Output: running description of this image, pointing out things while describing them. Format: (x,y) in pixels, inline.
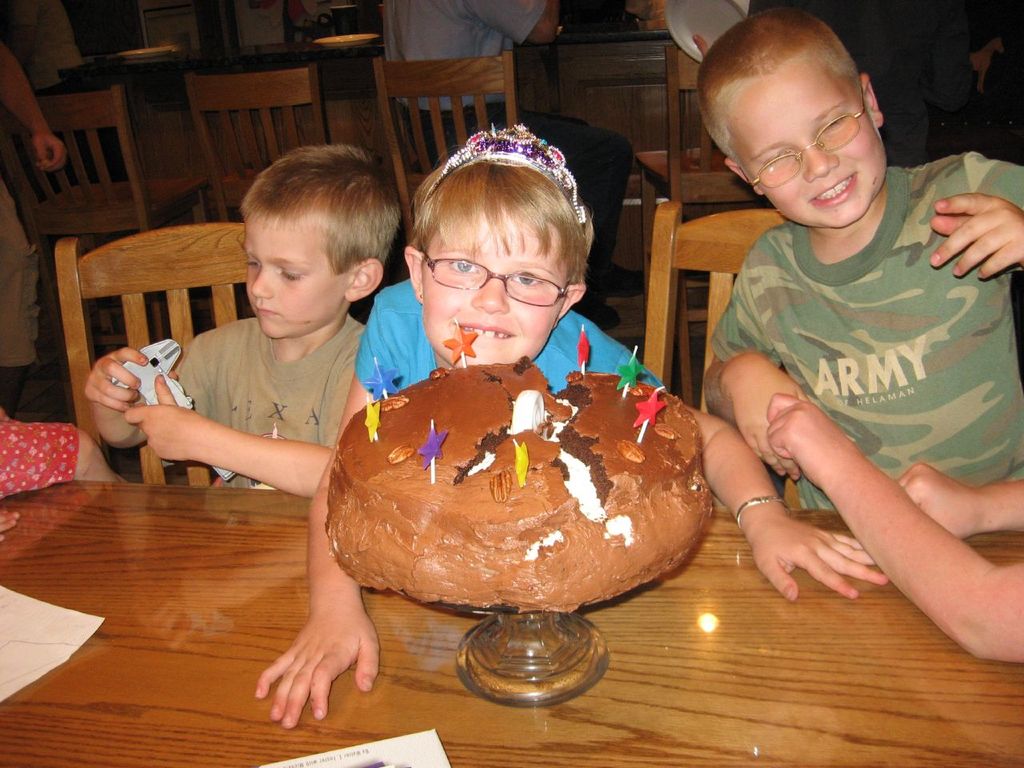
In this picture we can see three children (951,383) are in the middle (540,324). This is the cake (661,520) on the table (632,683). And on the background (418,139) we can see some chairs (393,74).
